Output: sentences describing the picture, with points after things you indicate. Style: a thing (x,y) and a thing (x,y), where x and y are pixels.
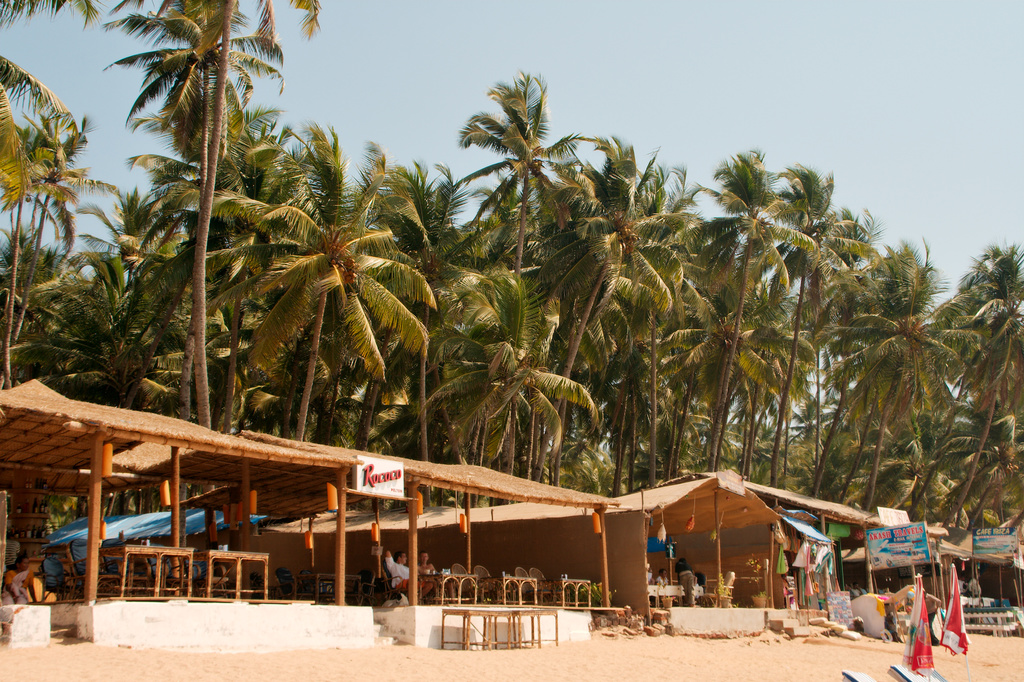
We can see umbrellas (962,617), chairs (846,675) and sand (680,650). We can see tables (517,596), sheds (508,565), chairs (477,565), boards (1002,545) and few objects (793,545). There are people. In the background (865,63) we can see trees (582,418) and sky (894,57).
